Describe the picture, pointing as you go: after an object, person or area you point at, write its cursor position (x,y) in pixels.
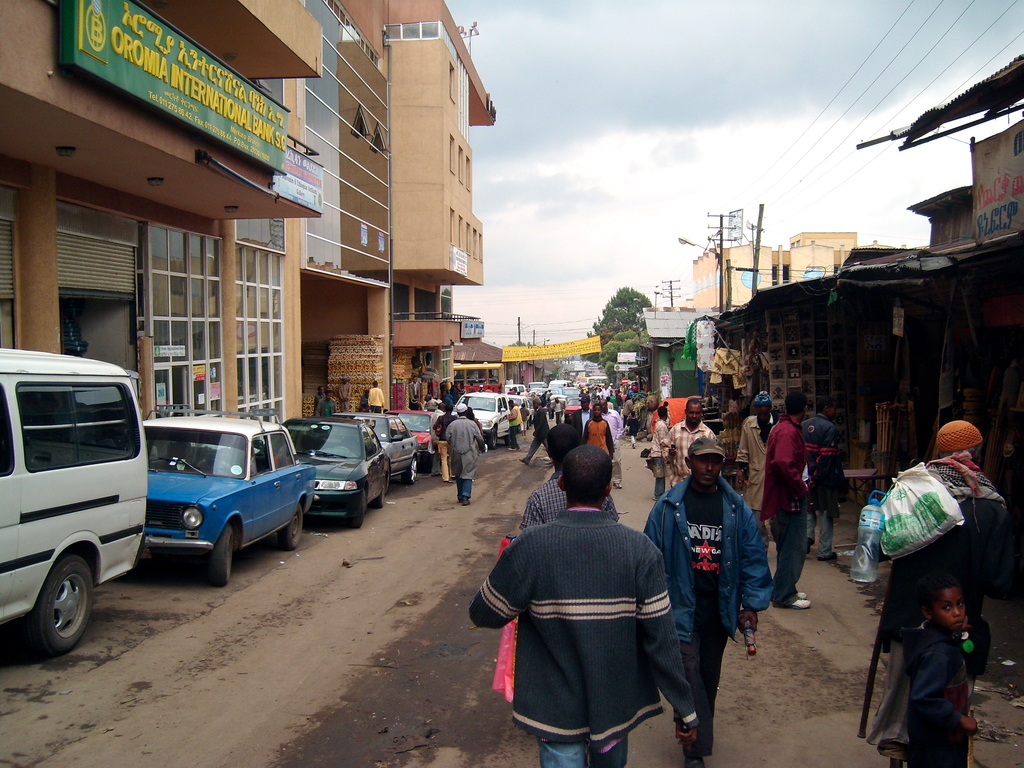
In this image there are a few people (561,502) walking on the streets (477,487), beside the street (513,458) there are cars (289,485) parked, on the either side of the street (230,591) there are buildings (258,331), trees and electrical poles (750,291) with cables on it.
